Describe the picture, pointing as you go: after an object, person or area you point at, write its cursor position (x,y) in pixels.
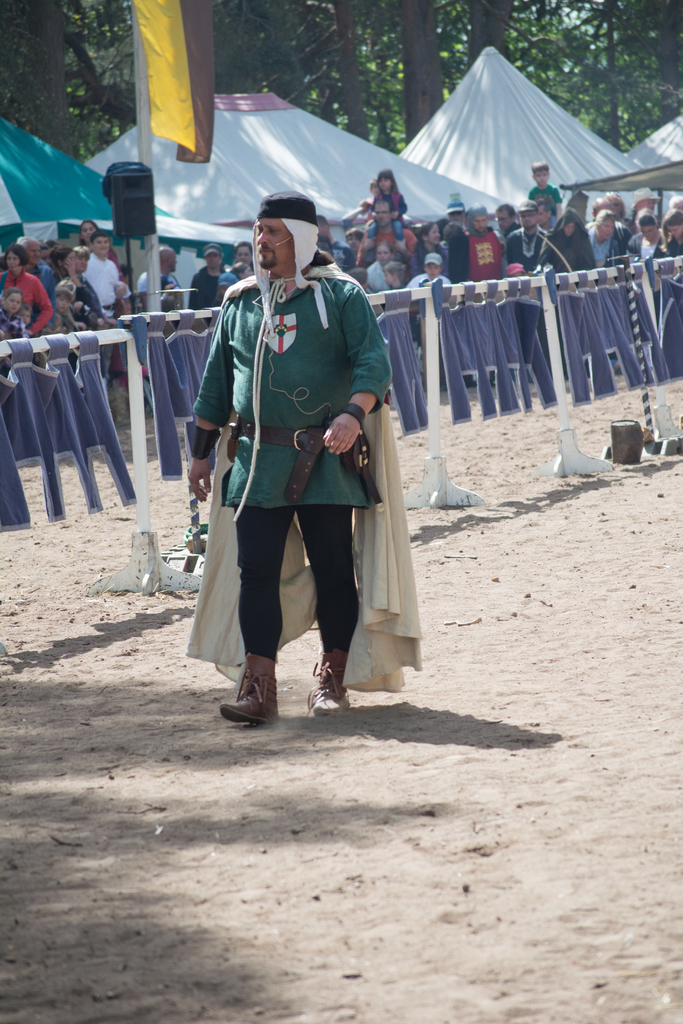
A person (333,576) is walking on the sand (461,763) wearing a cap (304,244), green shirt (308,329), black pant (346,584) and boots (257,657). There is a fence (51,431), flags (673,295) and people (52,280) are present. There are tents (31,171) and trees (562,35) at the back (471,140).
